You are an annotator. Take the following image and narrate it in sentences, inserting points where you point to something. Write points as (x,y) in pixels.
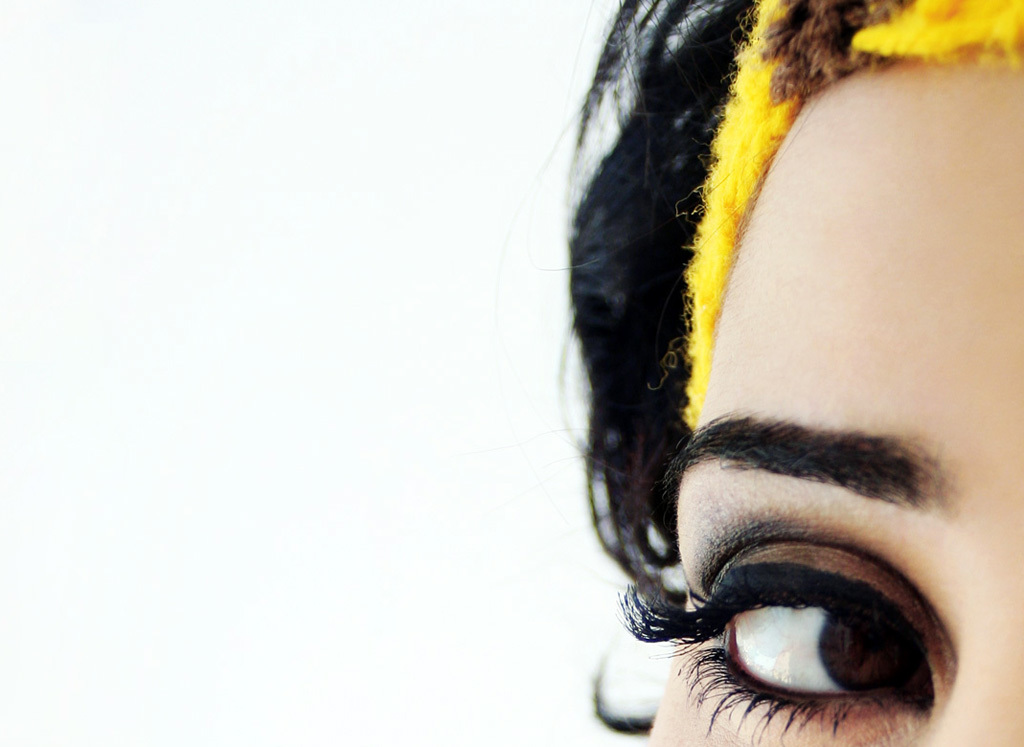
Right side of the image (950,647) we can see a woman eye (774,581). Above the eye (750,659) there is an eyebrow (859,463). Background (317,666) it is in white color.
